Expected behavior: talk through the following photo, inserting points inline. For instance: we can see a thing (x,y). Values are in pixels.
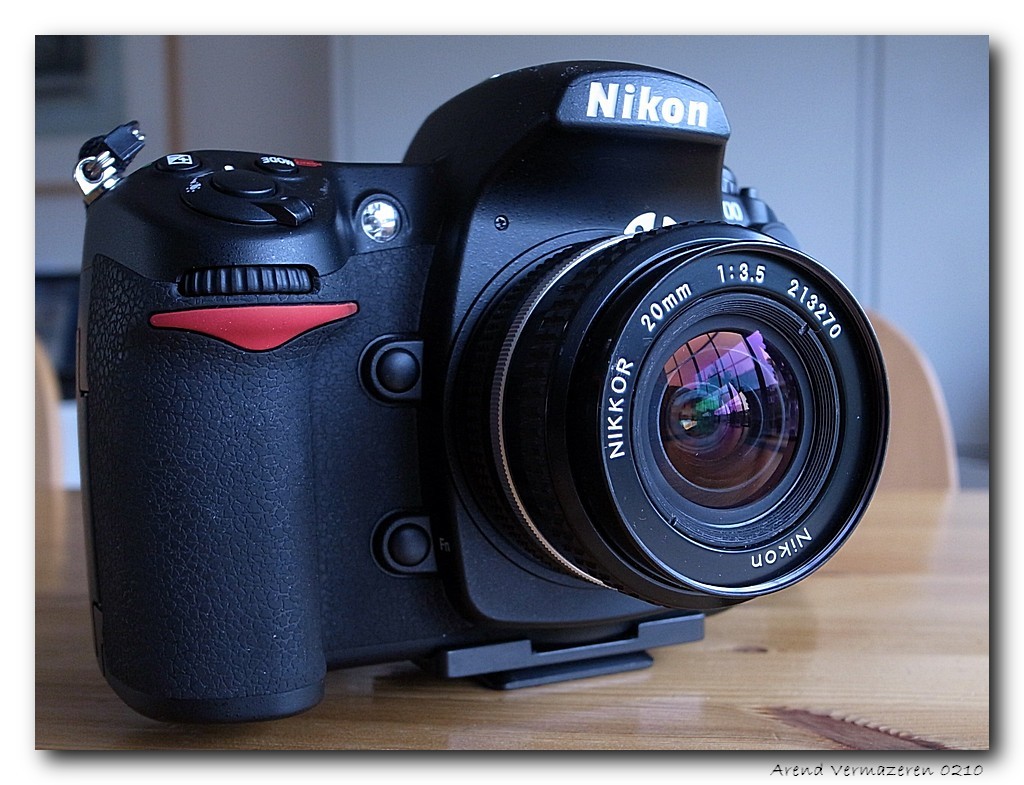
In this picture there is a Nikon camera (591,369) on the table (849,649).
